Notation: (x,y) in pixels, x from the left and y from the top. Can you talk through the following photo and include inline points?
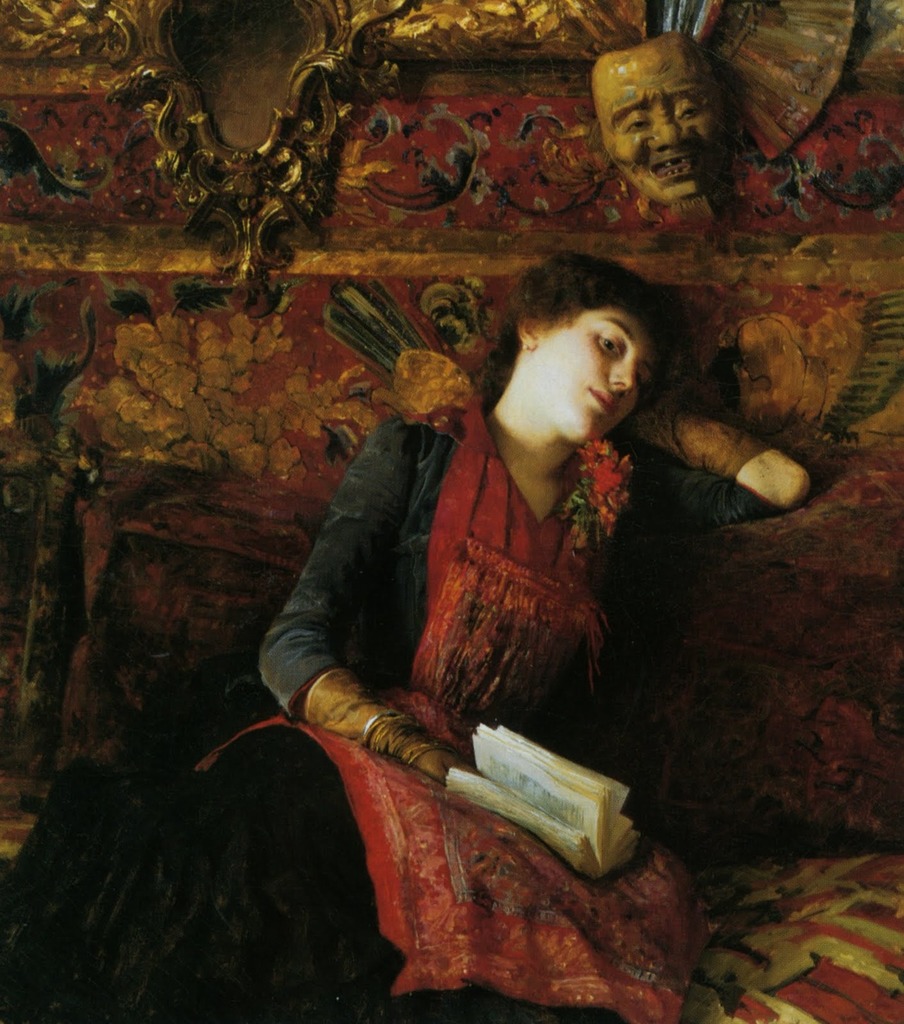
As we can see in the image. The woman (514,662) is sitting on the bed (703,893) and she is holding a book (566,782) in her hand (425,766) and she is wearing a red color dress (529,634).
